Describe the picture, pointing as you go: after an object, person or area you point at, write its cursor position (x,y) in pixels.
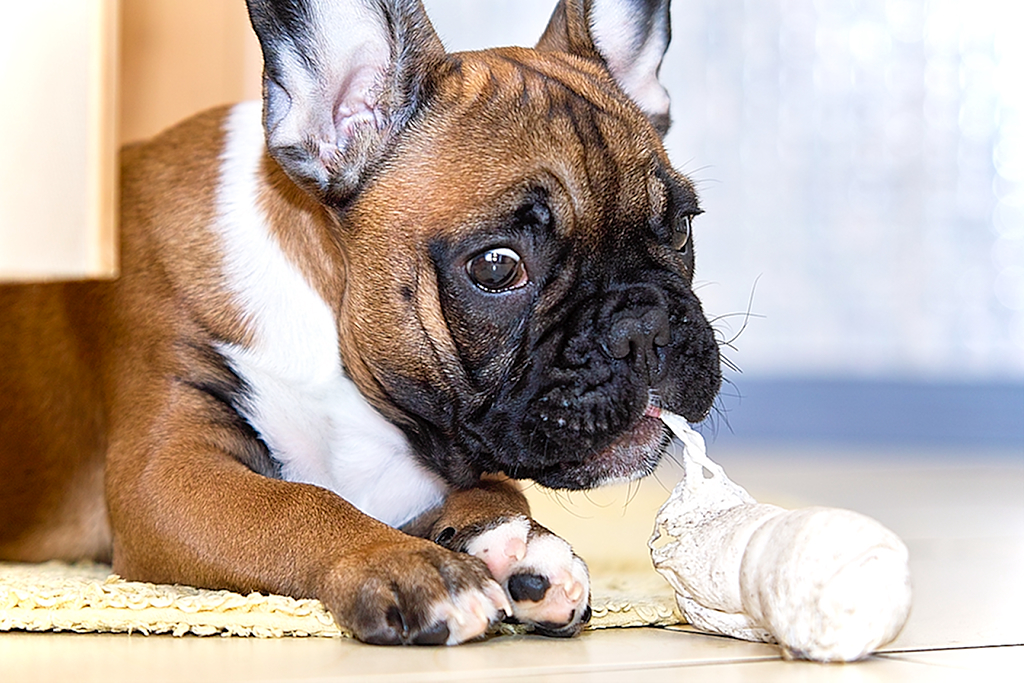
A dog (196,465) is lying on a mat (153,617) on the floor (177,680) and there is an object (690,459) on the floor (675,465) at the dog's mouth (612,428). In the background (716,71) the image is blur.
